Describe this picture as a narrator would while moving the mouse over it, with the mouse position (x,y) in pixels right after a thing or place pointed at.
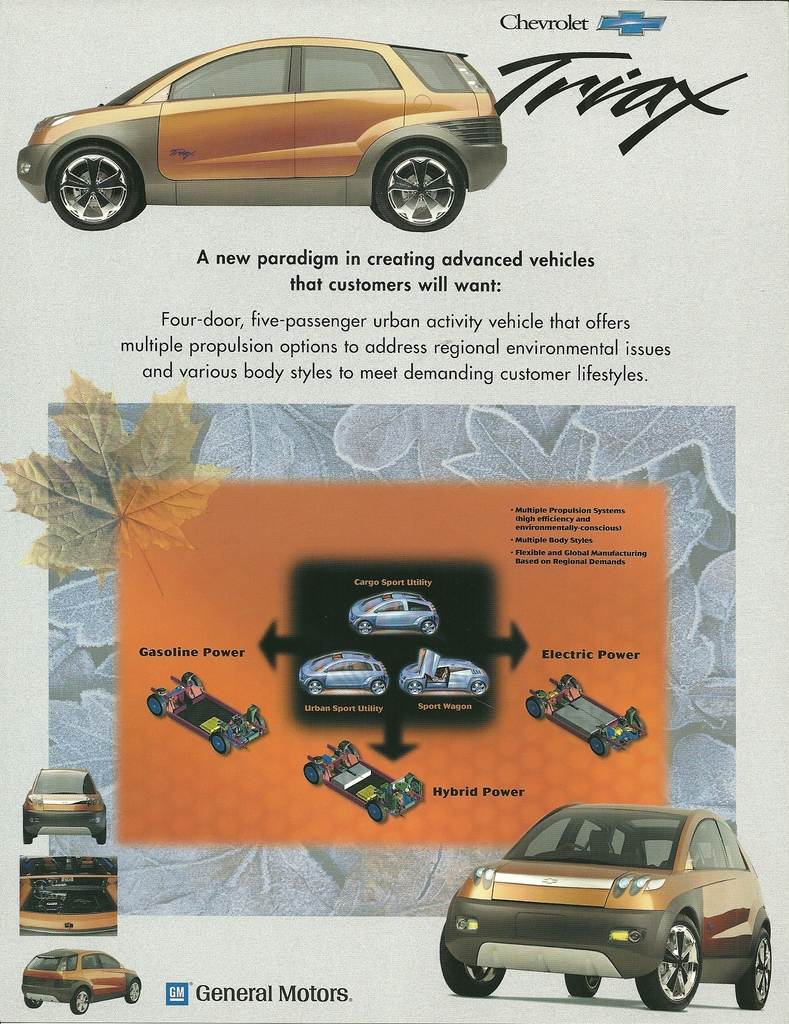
In this image I can see some animated pictures (232,732) of cars (400,791). I can also see something written on the image.
